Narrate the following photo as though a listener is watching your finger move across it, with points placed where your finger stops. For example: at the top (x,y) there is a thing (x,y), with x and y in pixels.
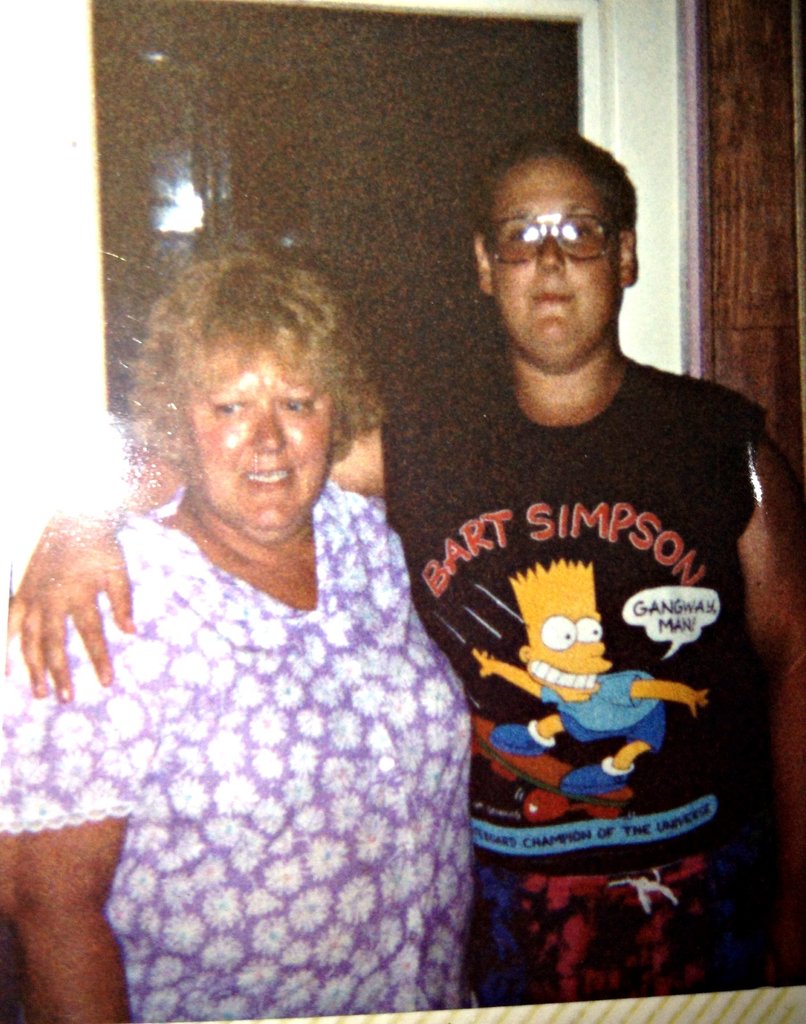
In this image, we can see two people (354,809) are standing. Background (343,184) we can see a glass window (336,233), wall (615,122) and wooden board (766,282). This is a photograph is placed on the white and green lines surface (690,1011).
